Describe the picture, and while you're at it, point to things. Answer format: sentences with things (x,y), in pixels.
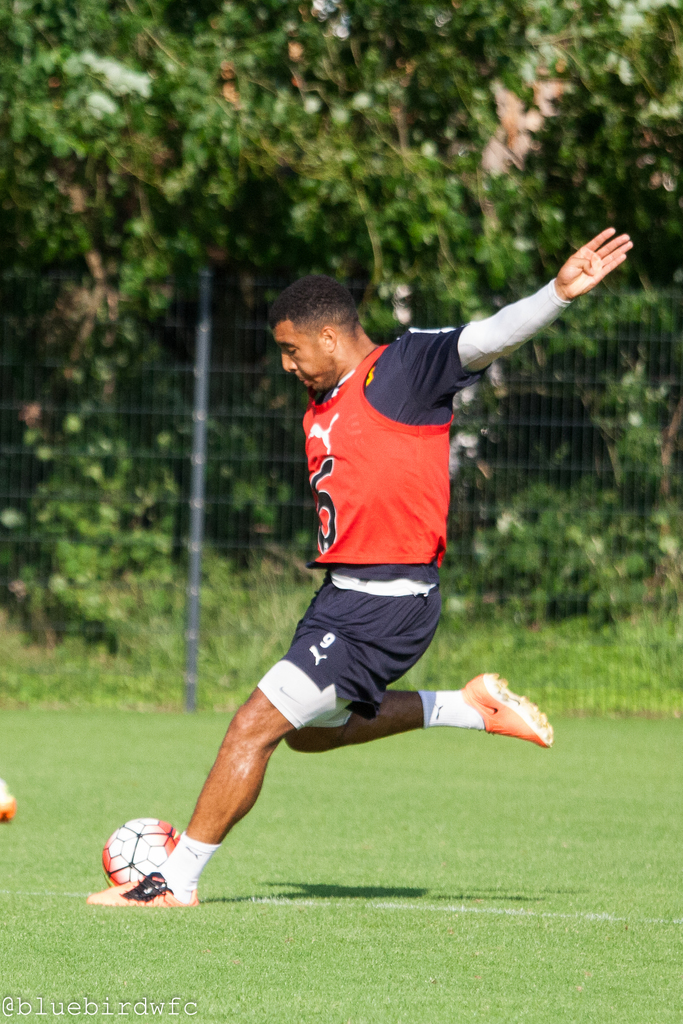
This picture is clicked in the ground (393,926). The man (174,892) in red and blue t-shirt (375,433) is playing football in the ground (171,909) and the ball (142,846) is in white and red color. In front (535,1016), we see grass (520,933) in the ground (520,928). Behind him, we see fence (198,382). Behind the fence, we see trees (382,110).
